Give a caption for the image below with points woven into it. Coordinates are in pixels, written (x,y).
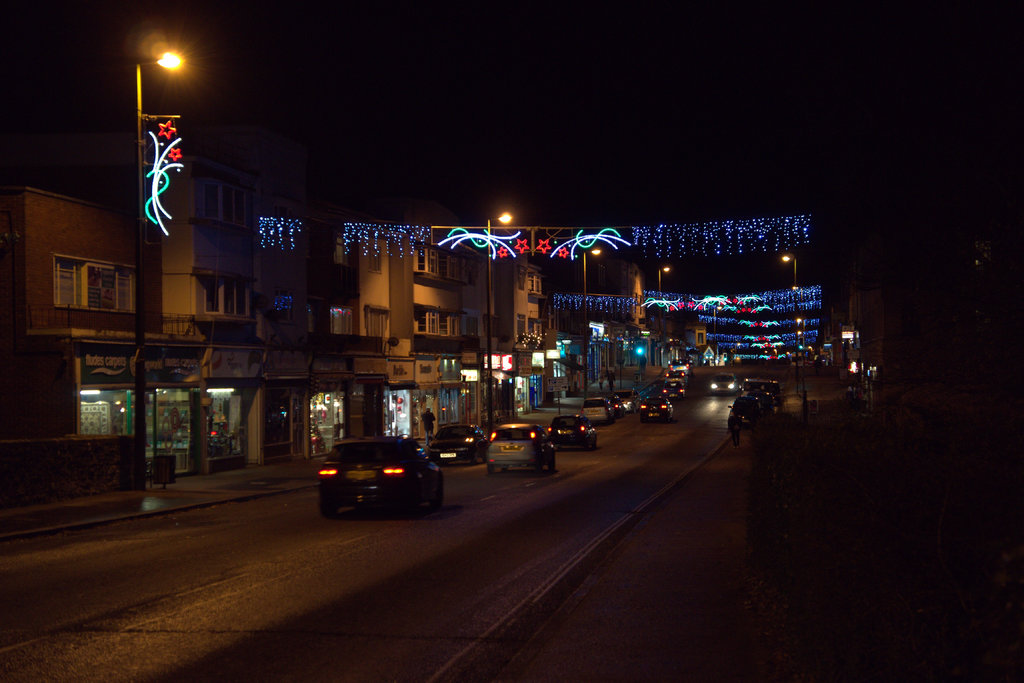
In this image we can see a group of buildings (413,402) and vehicles (580,422). In the buildings (315,425) we can see the stores (239,396). There are few street poles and lights (587,295) in the middle of the image (594,295).
